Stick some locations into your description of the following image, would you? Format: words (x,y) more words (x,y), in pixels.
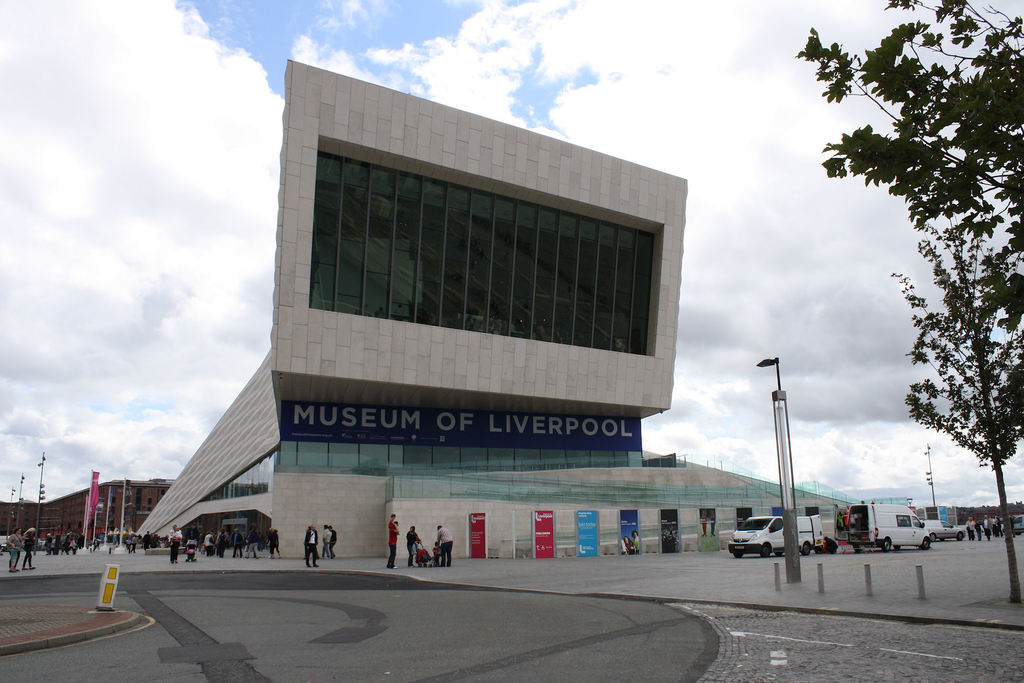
In this image I can see the group of people (172,549) with different color dresses (31,549). To the right (756,526) I can see the vehicles (782,543). In the background (310,404) I can see the building (299,450) and the name museum of Liverpool (427,428) is written on it. To the right (995,409) I can see the tree (974,338). There are poles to the side of the road (560,608).
